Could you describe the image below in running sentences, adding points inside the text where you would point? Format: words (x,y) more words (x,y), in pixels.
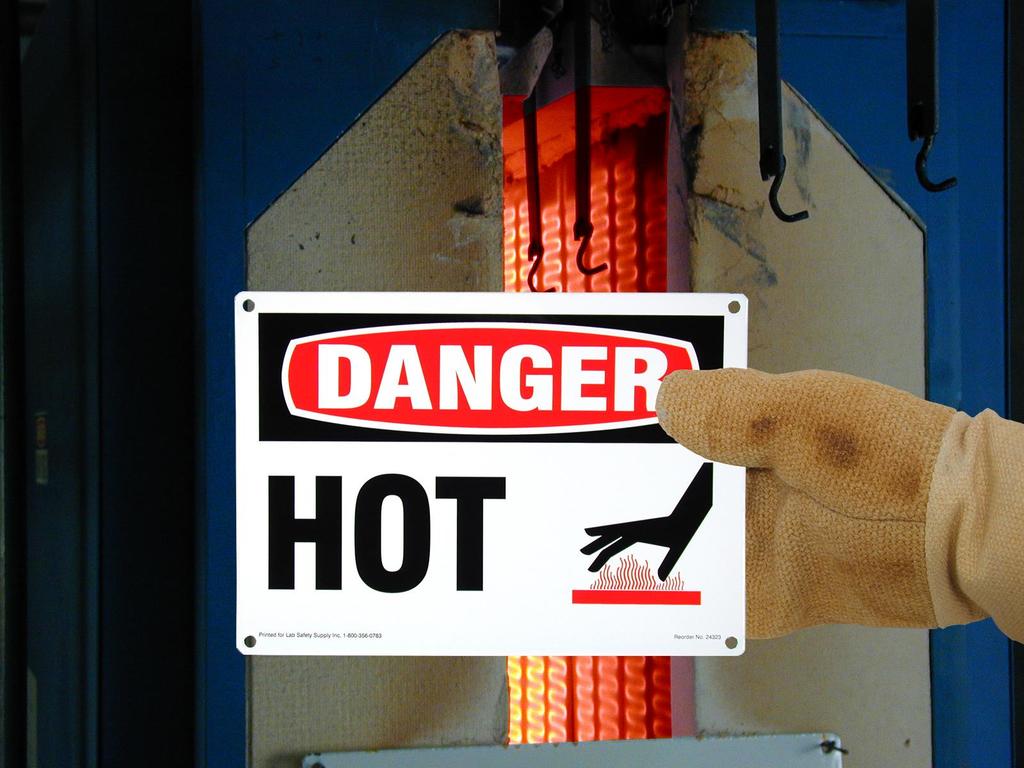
In this picture, on the right side (841,597), we can see hand (934,441) of a person (974,441) which is covered with gloves (932,489) and the person (914,495) is holding a board (601,487) in hand (923,581). In the background (544,145), we can see a light (611,224) and blue color.
